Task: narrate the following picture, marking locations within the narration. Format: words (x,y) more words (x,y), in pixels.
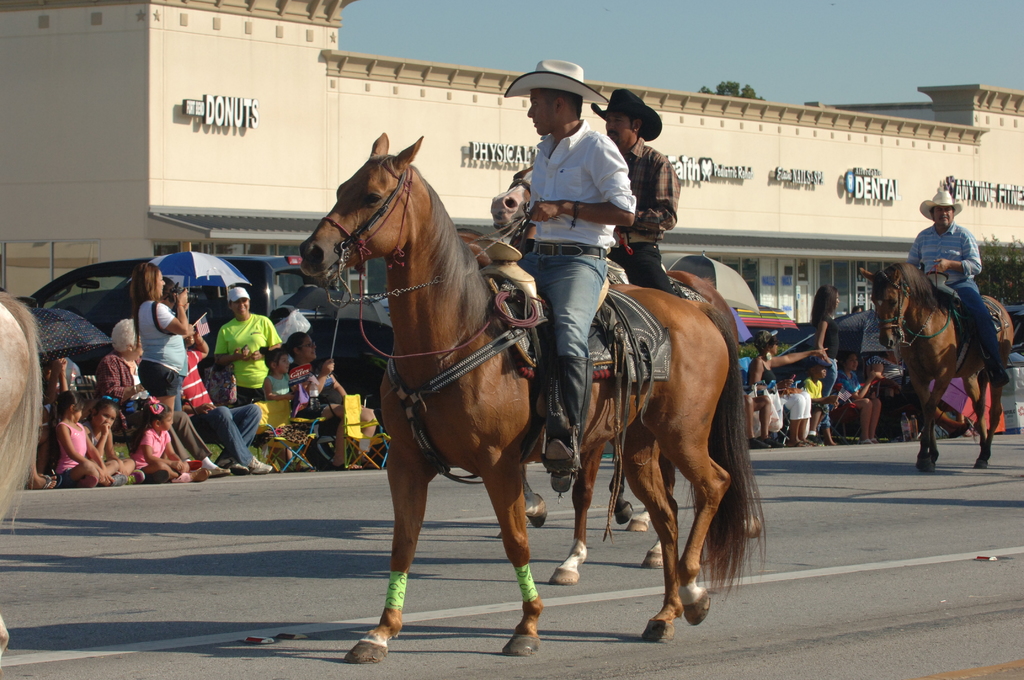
A man (570,330) is riding a horse (715,433), it is in brown color. He wore a shirt (594,234), trouser (586,264) and a hat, few people (188,407) are sitting, standing and observing this and there are stores (957,94) in this building (303,129).
